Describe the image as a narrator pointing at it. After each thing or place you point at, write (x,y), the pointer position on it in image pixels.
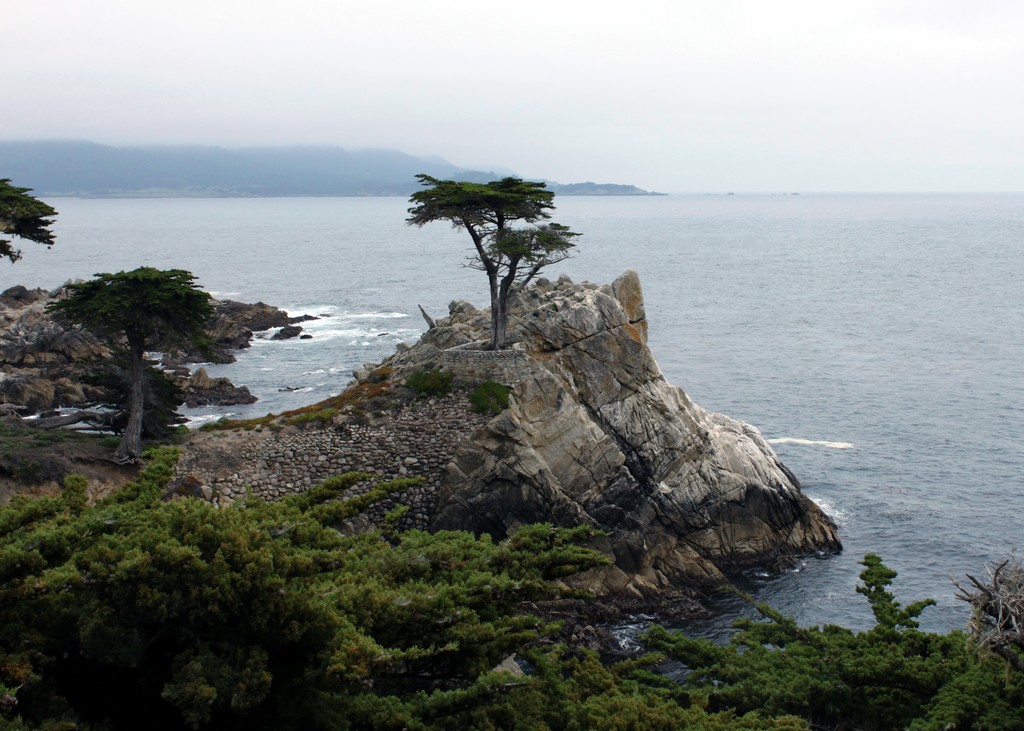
As we can see in the image there are trees (160,602), water (303,331) and hills (298,189). On the top (434,87) there is sky (387,72).
